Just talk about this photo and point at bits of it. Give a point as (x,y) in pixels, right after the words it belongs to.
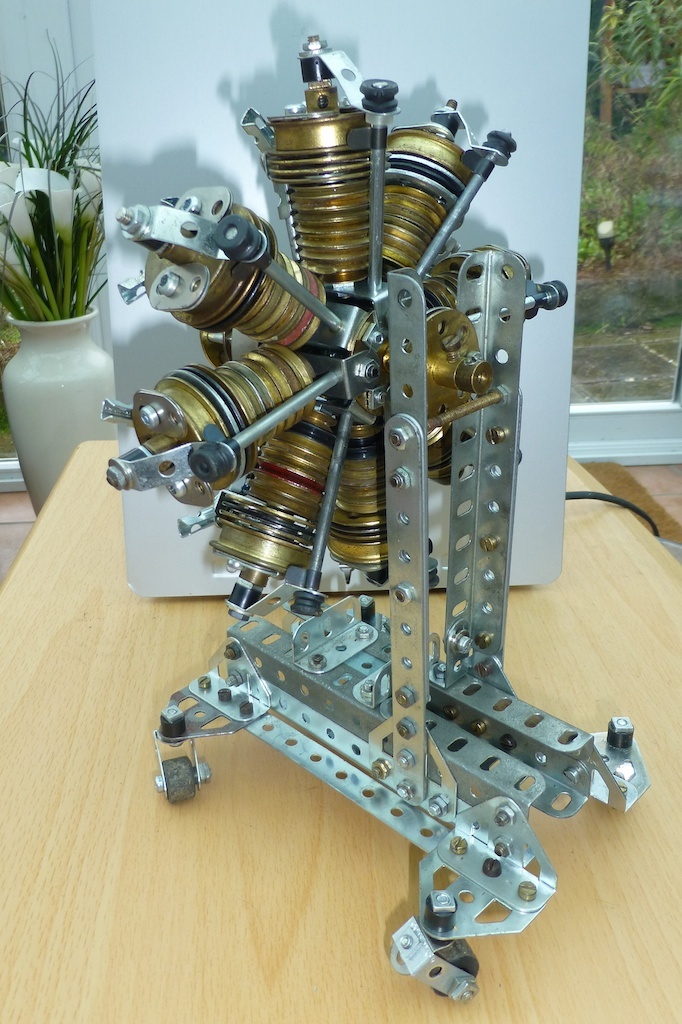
In the picture I can see a machine (380,616) and some object (322,584) are placed on the wooden table (640,838). In the background (680,426), we can see the flower vase (60,325), glass doors (595,392) through which we can see the trees (642,23).
